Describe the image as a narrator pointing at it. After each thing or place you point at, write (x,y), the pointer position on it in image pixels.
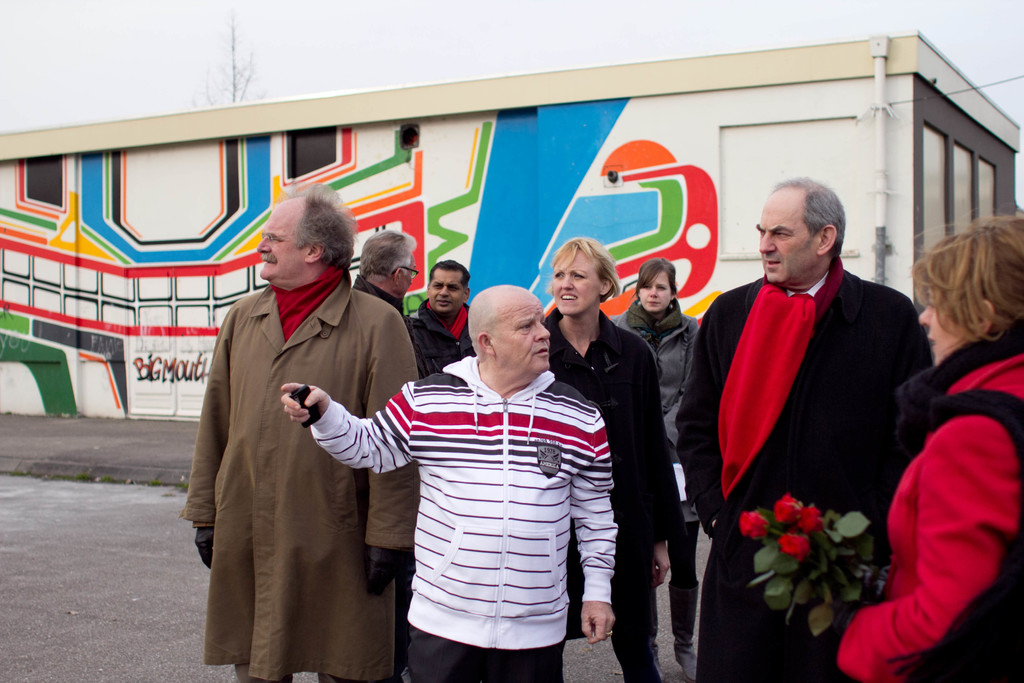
In this image I can see number of persons (488,389) are standing on the ground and I can see a person (957,486) wearing red and black colored dress (969,497) is standing and holding red colored flowers (793,531) in hands (873,598). In the background (355,206) I can see a building (320,165) which is painted in different colors, a pipe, a tree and the sky (433,40).
